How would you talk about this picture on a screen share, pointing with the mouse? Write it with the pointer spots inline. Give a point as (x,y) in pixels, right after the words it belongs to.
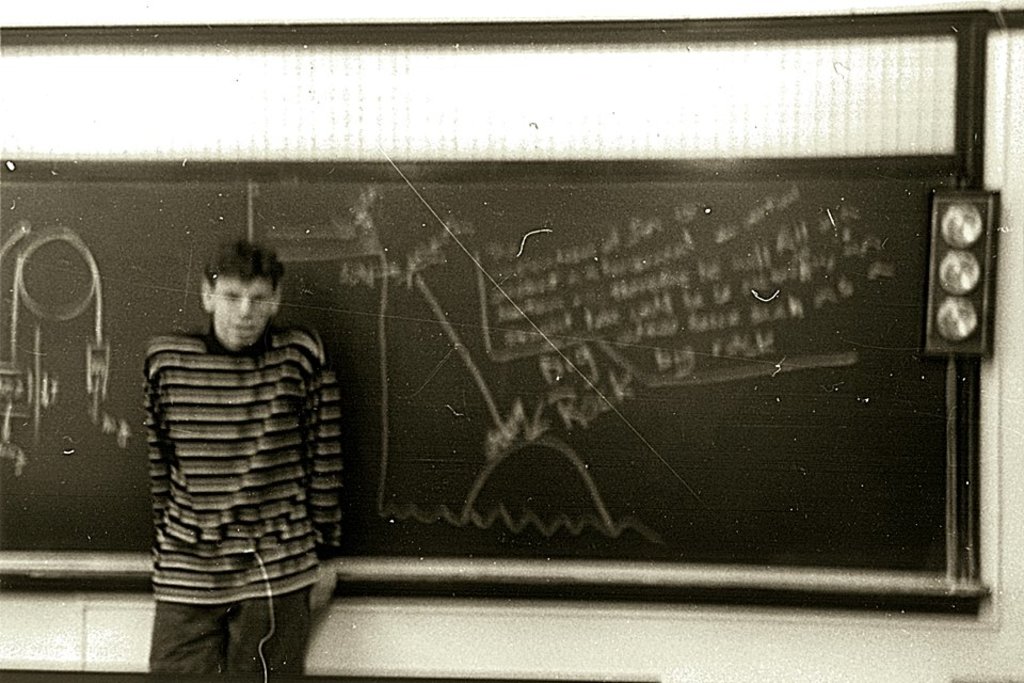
In this image in the foreground (336,470) I can see a person (293,679) standing near the blackboard (63,175) and in the background (550,646) is white.
